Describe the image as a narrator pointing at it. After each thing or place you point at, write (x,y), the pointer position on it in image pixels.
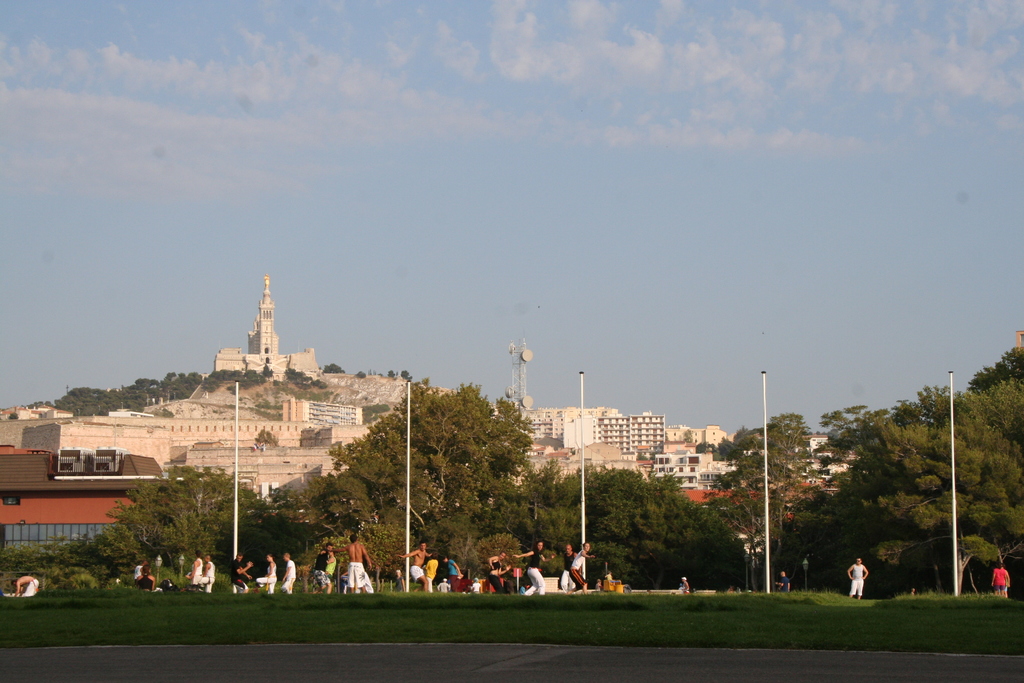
In this picture we can see group of people (575,565) on the grass (707,597), in the background (202,443) we can find few poles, trees (693,540) and buildings (552,438), and also we can see a tower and clouds (648,93).
